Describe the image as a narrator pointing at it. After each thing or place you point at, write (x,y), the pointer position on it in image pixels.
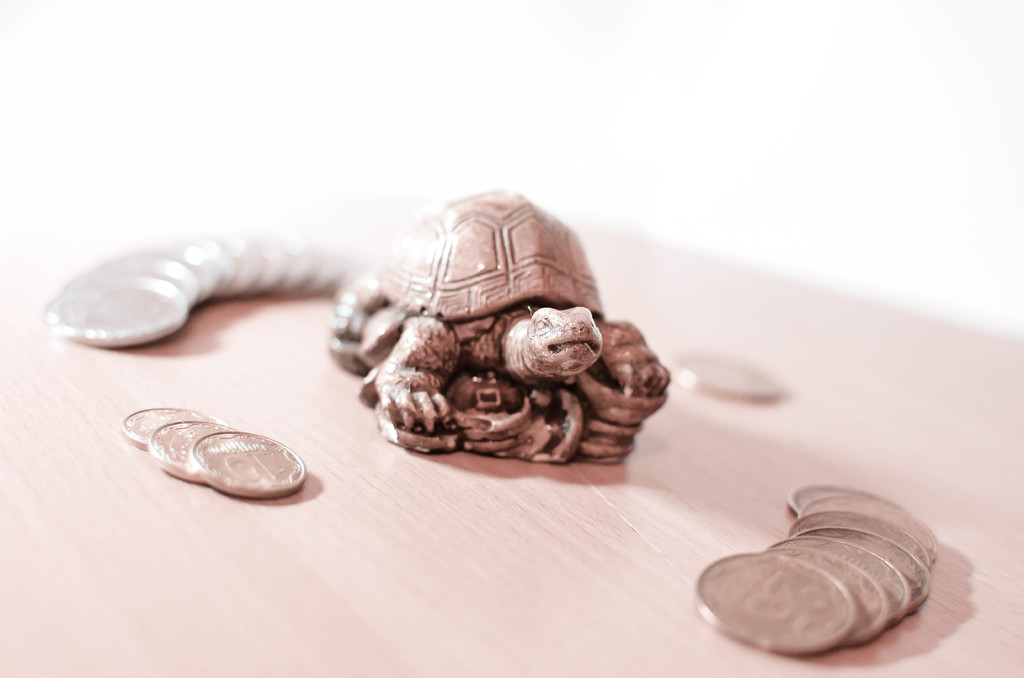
In this image we can see a decor tortoise (493,302) and coins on the table (673,441).
